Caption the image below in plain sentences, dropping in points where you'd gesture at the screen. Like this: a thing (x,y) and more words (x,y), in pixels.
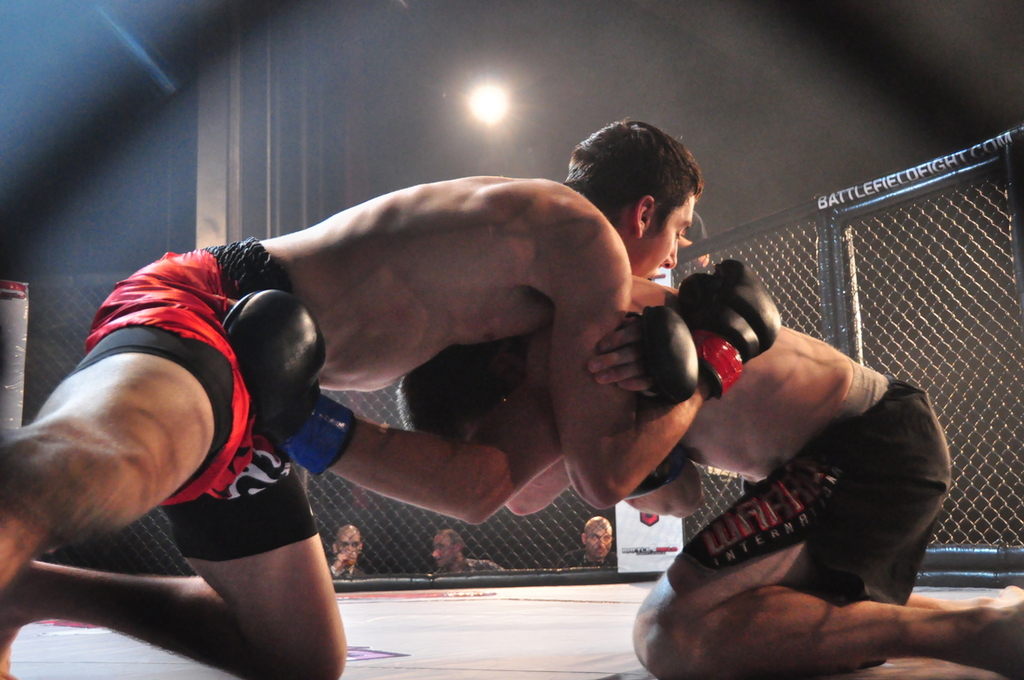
In this image we can see two people (610,452) wrestling. In the background (597,545) there is a net (420,560) and we can see people (596,555). There is a board (682,538). At the top (500,96) we can see a light (497,120).
